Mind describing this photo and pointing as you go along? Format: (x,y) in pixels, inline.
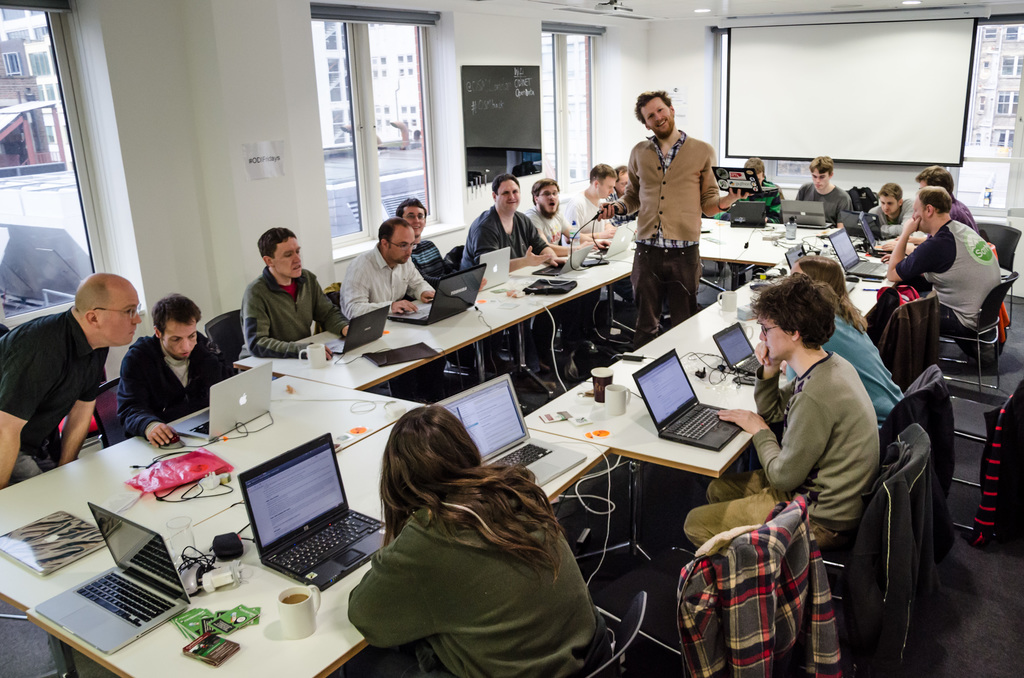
In this picture we can see people (791,305) sitting in front of a table (712,363) mostly all of them are looking at laptops (364,557), on the right side of the picture (894,83) we can see a projector screen (850,99), on the left side (326,131) here we can see a window (359,93), the man (677,216) in the middle (672,229) is standing and holding a device (734,186) there are some cups (606,392) on the table (354,480) and we can see carry bag (178,462) here, the man (59,347) on the left side (61,355) is looking at something and here we can see some clothes (777,582), from the window (348,128) we can see a building (396,71).
